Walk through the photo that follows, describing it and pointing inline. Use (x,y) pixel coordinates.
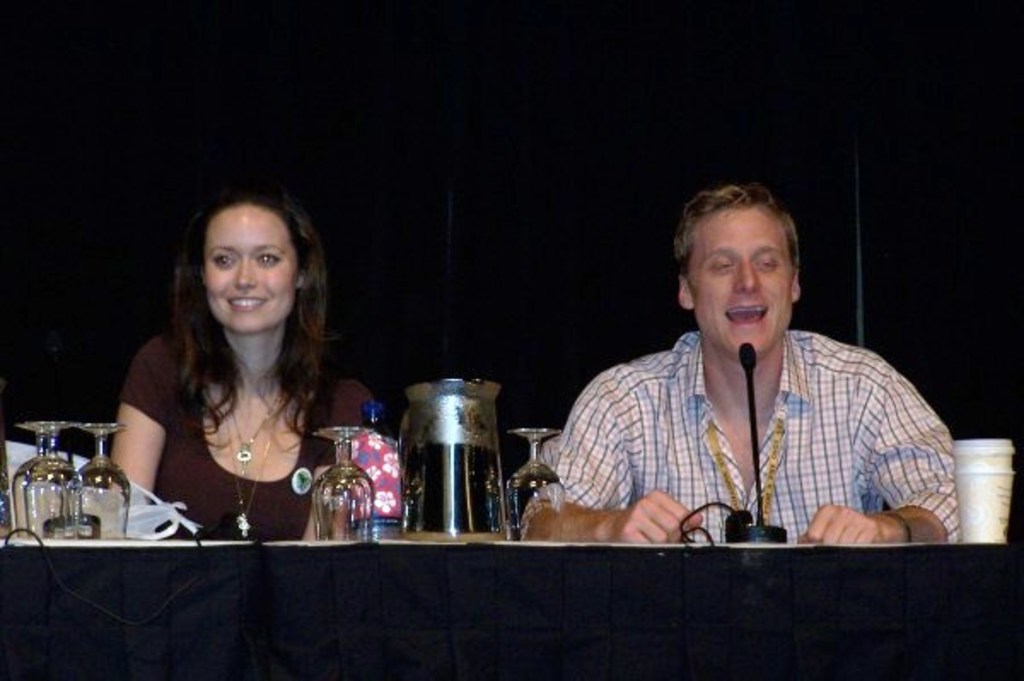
In the image there is a man (726,424) and woman (229,456) sitting behind table (241,554) with wine glasses (60,510), jar (485,444) and mic (742,523) on it and behind them there is black wall (459,81).
